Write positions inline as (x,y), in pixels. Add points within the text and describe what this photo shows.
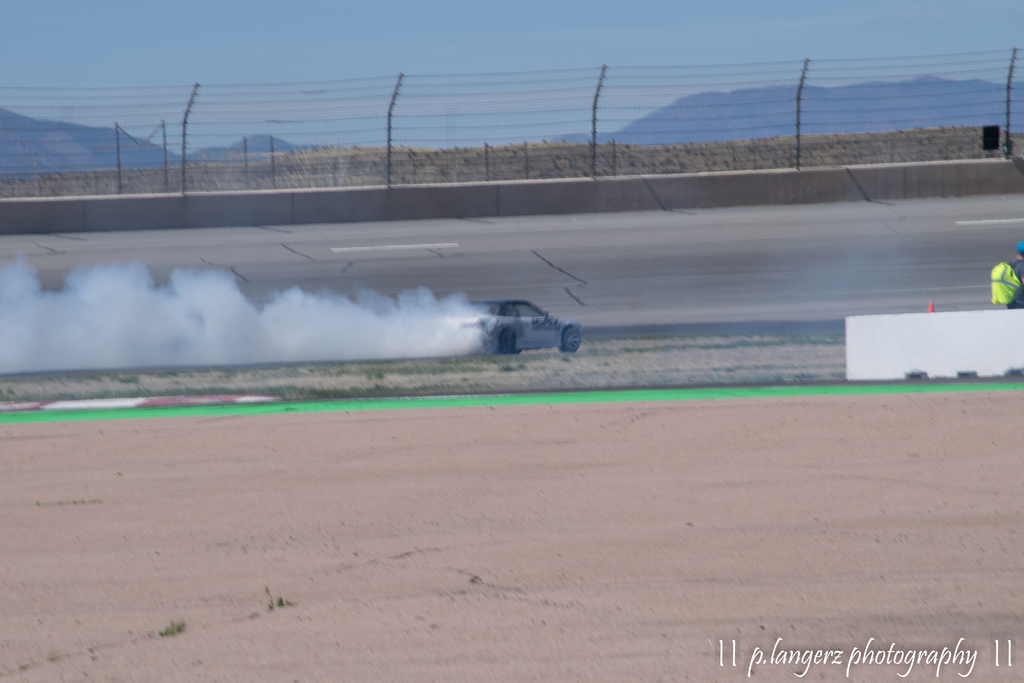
In the image there is a car (532,346). Behind the car (512,344) there is smoke (411,307). On the right side of the image (1023,287) there is a person (1010,285) behind the white object (928,325). In the background (157,188) there is fencing (783,154). Behind the fencing (664,160) there are hills (179,160) and also there is sky (81,71). In the bottom right corner of the image (893,646) there is text (765,658).
